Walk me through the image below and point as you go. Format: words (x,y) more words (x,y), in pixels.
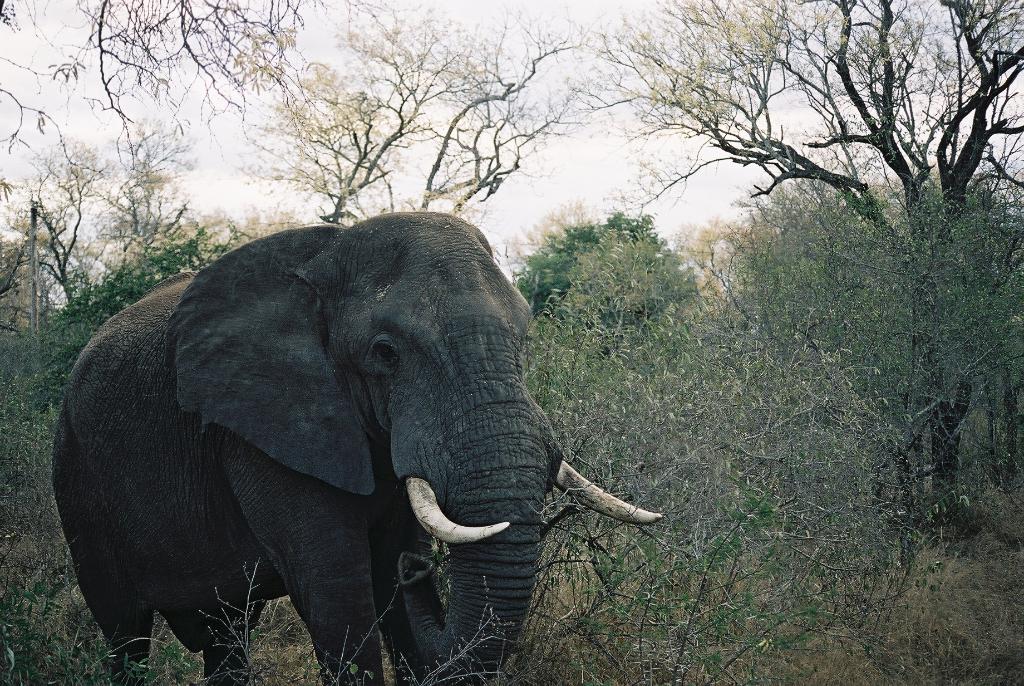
In the center of the image (402,355) there is an elephant (229,589). In the background (10,193) we can see trees (761,347), plants (942,338), sky (410,156) and clouds (263,142).
